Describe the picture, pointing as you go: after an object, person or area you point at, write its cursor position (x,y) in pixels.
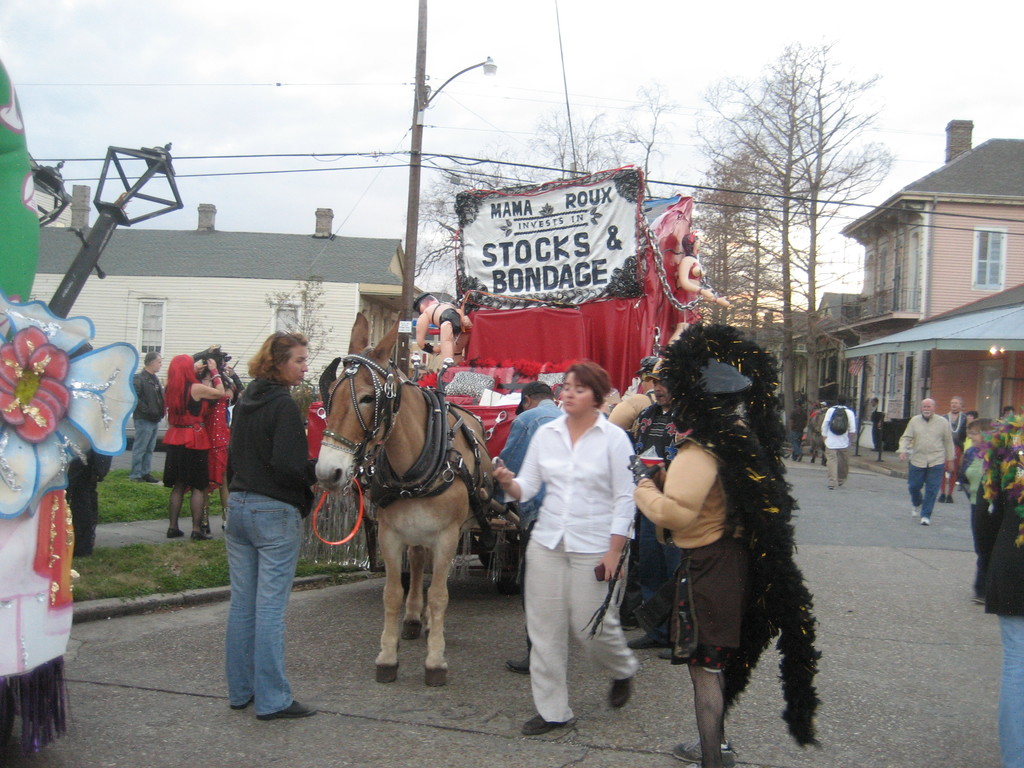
In this image I can see group of people (244,587) standing, in front (564,452) I can see a mule (358,454) in brown color and I can see the person (582,463) wearing white color shirt (596,463). Background (481,357) I can see a camera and red color cloth (585,354), a board (616,229) which is in white color attached to the float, few dried trees (764,215), buildings (370,311) in cream and white color and the sky (508,166) is in white color.
